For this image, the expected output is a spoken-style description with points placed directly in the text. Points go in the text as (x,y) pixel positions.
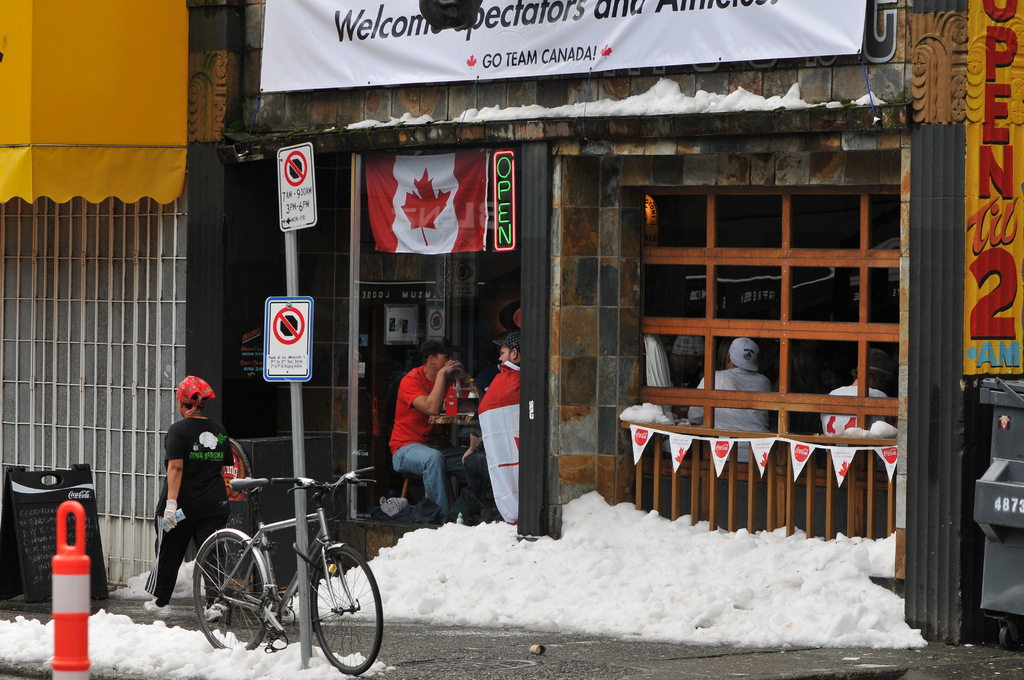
In this image I see a store (436,266) over here and I see few people (505,356) and I see the flag (381,192) over here which is of white and red in color and I see the sign boards (289,204) over here and I see the banner (376,56) on which there are words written and I see the white snow (382,563) and I see a cycle (221,605) over here and I see the orange and white color thing (53,583) over here.
